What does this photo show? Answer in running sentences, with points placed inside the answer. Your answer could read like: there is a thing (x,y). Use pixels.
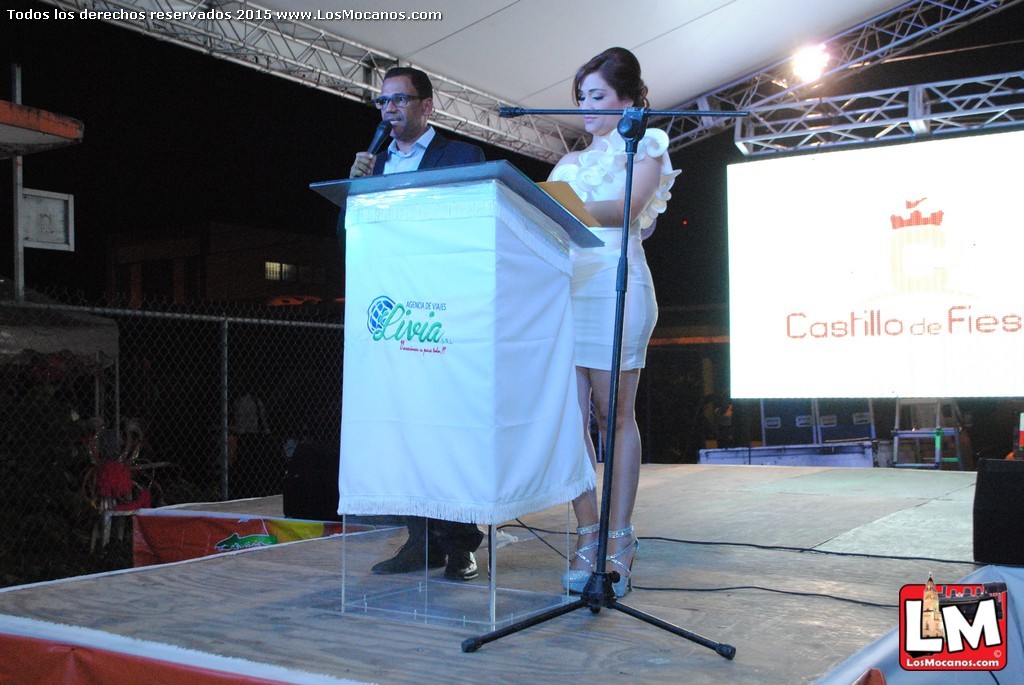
In the image we can see a man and a woman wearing clothes (578,184). Here we can see the podium (412,275), microphone (379,129) and cable wire (555,549). Here we can see light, projection screen (857,292) and mesh (188,383). On the bottom right (950,629) and top left (297,13), we can see the watermark (969,628).
